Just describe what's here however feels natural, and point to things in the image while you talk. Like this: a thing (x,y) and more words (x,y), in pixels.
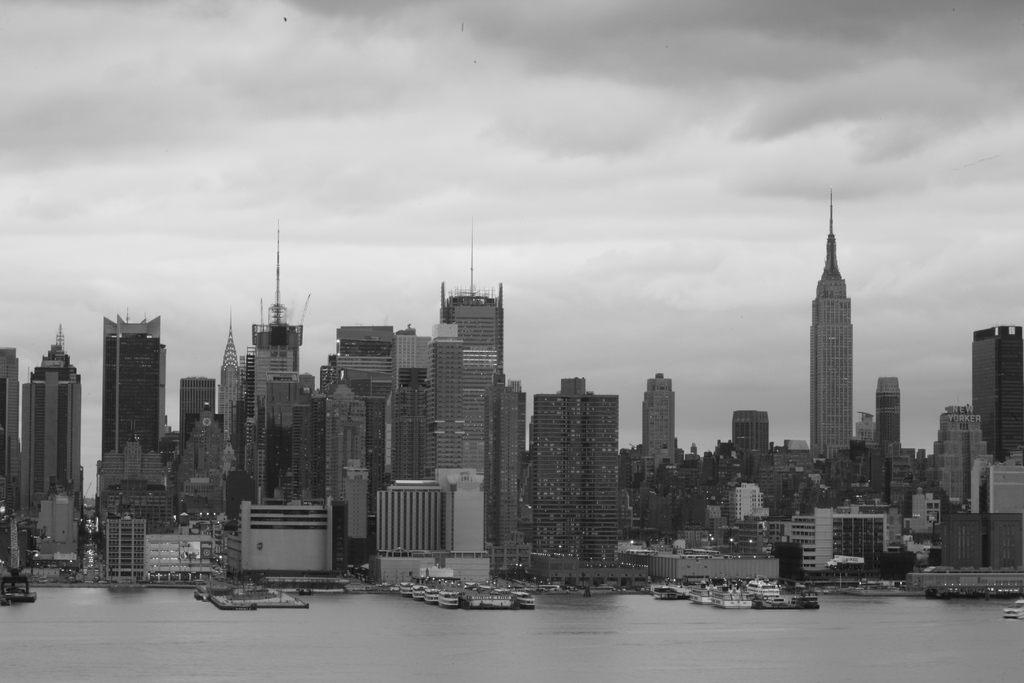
In the center of the image (355,390) there are buildings (560,511). At the bottom (261,641) there is water (619,636) and we can see boats (526,599) on the water (560,626). In the background (403,163) there is sky (409,179).
